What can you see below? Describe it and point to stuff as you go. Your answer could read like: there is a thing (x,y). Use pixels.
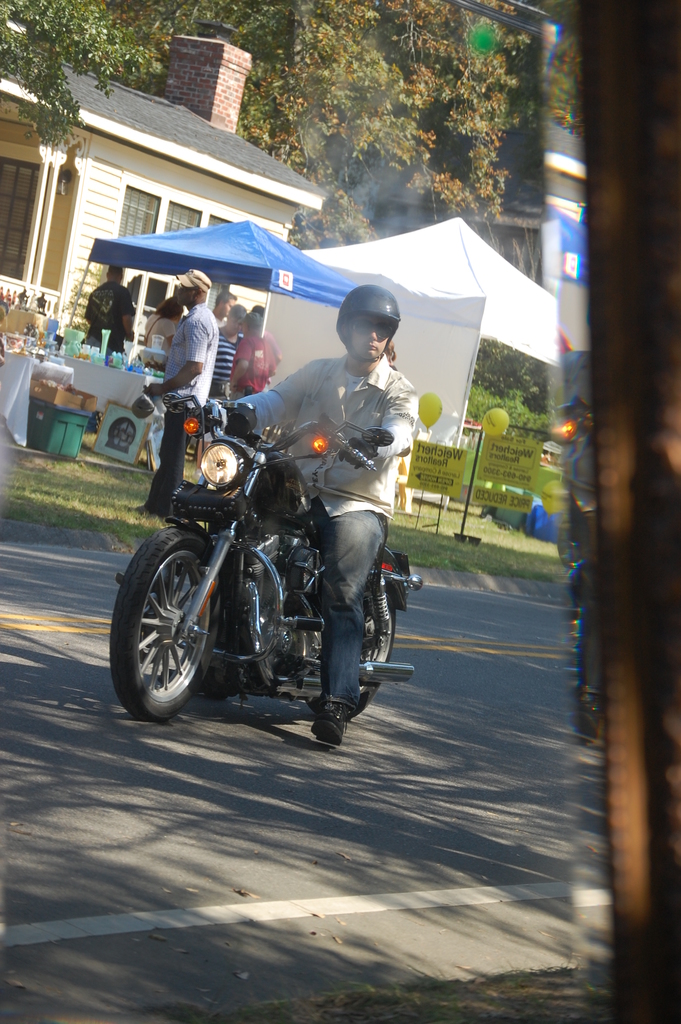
In this image i can see a person (341,421) wearing a white shirt (311,412) and blue jeans (345,611) is riding a motor bike (207,600). In the background (449,271) i can see few other persons (211,366) standing, a table (99,371), few tents (152,265), few buildings (253,203), few trees (374,94) and few sign boards (439,454).
